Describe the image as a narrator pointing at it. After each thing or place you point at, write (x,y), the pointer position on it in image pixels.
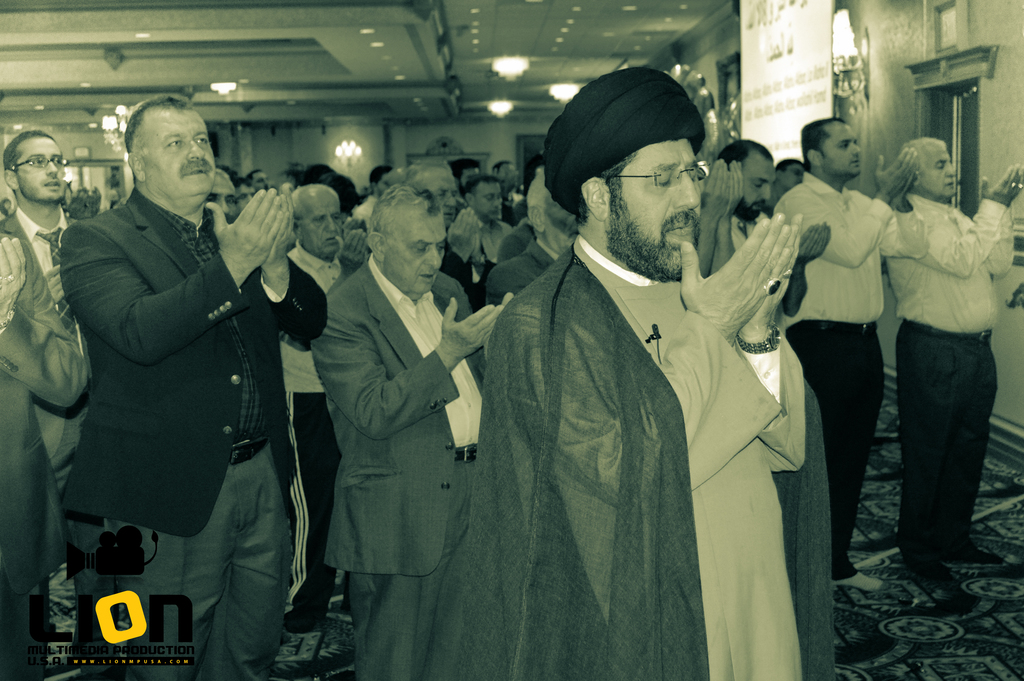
This is the picture of a room (324,78). In this image there are group of people (619,330) standing. On the right side of the image (779,116) there is a hoarding (773,129) and there is a text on the hoarding (759,122) and there are lights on the wall (1008,131) and there is a window (953,200). At the top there are lights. At the bottom (851,642) there is a mat (886,617). At the bottom left (157,616) there is a text (143,612).
